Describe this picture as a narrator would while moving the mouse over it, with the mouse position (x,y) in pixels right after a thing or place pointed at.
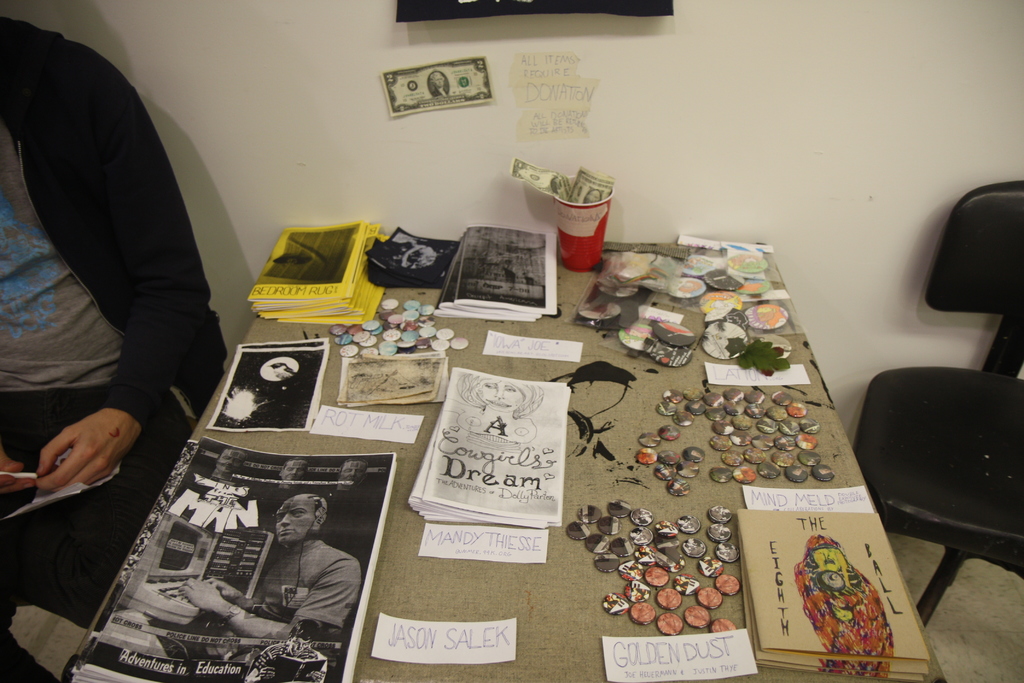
This picture shows an inner view of a room (298,167). In wall (345,111) some text (552,113) is there. Two dollar (454,67) and frame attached to the wall (845,408). One person (35,489) is sitting on a chair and holding some objects (44,498). One chair (969,416), table (614,417) is there. Some books (274,280), papers (378,375), posters (417,263), badges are on the table (567,275). One cup (583,217) is on the table (642,361) containing some money (588,196).
